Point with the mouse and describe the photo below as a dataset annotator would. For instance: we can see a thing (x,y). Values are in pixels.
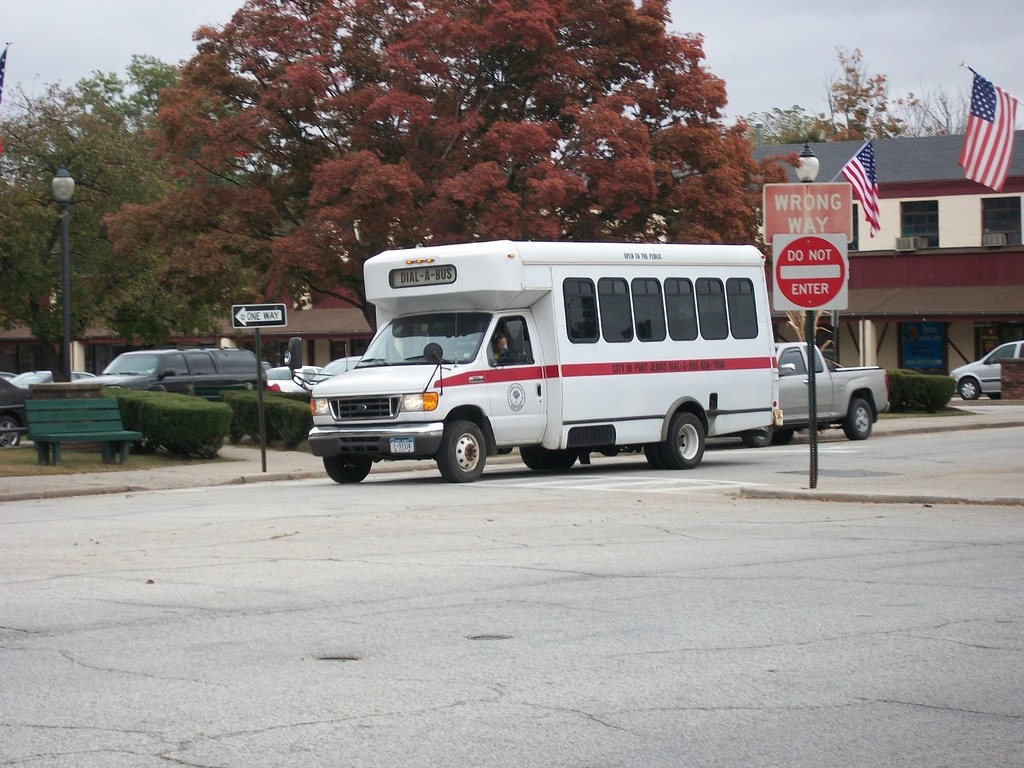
In this image I can see fleets of vehicles (452,388) on the road (780,451), boards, plants (236,416), poles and benches (74,421). In the background (986,259) I can see buildings (928,276), trees (480,177), flags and the sky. This image is taken may be on the road (413,572).
